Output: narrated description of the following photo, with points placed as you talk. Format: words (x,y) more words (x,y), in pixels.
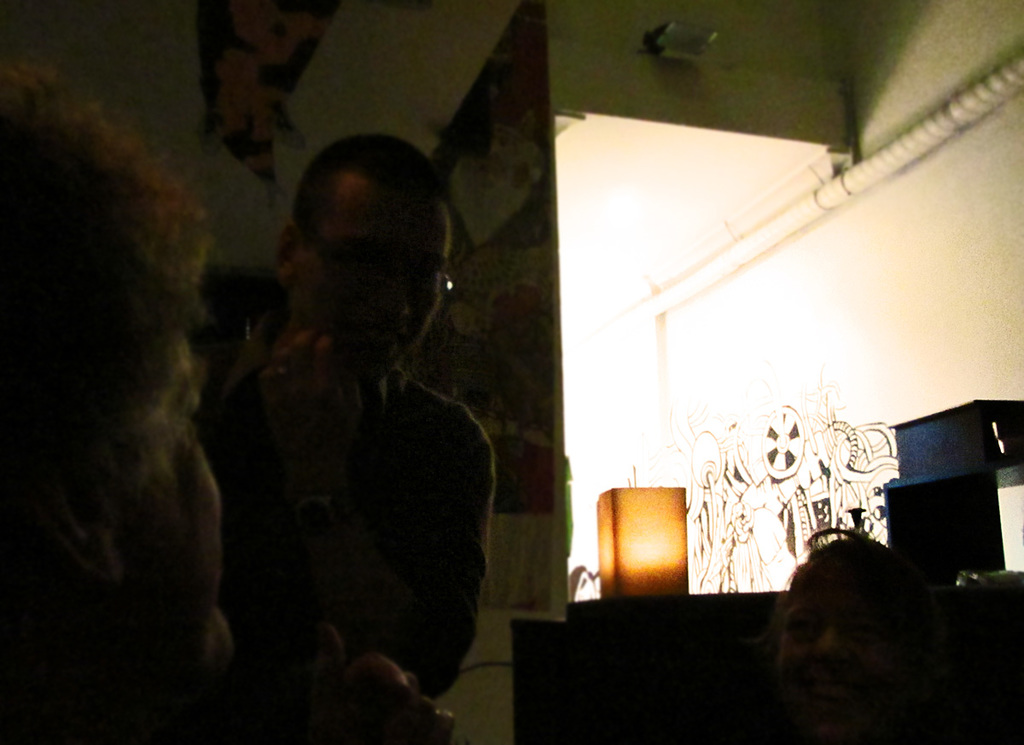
In this picture I can see three persons (72,180), there is light (638,564) and some other objects (668,51), and in the background (677,408) there is a board (483,255) and a painting (789,444) on the walls (605,485).
